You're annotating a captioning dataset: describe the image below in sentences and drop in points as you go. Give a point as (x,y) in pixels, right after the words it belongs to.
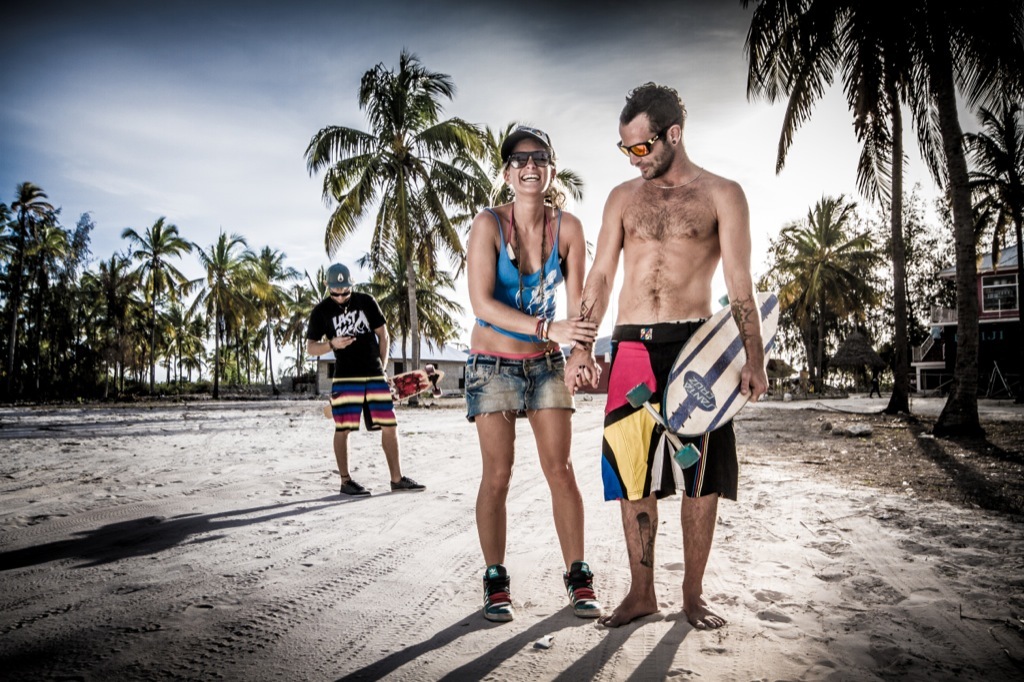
In this image we can see a group of people (626,326) standing on the ground (642,636). Two men (687,208) are holding skateboards (412,377). In the background (85,326), we can see a group of trees (19,327), buildings (984,329), railing (940,315) and the sky (148,224).
